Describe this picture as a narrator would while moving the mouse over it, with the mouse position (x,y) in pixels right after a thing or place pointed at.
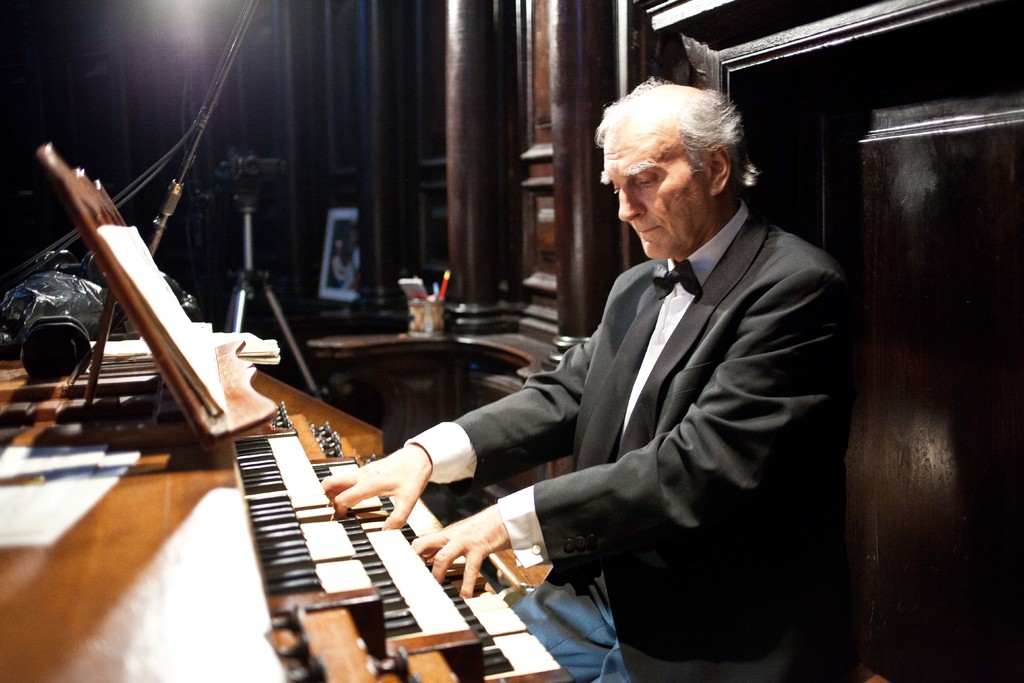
This picture is taken inside the room (388,430). In this image, on the right side (731,205), we can see a man (773,402) wearing a black color coat (753,359) is sitting in front of the musical keyboard (442,661), on the musical keyboard (306,671), we can see a paper (87,499) and some objects (76,345). On the right side (948,259), we can see a door (950,217). On the right side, we can also see few pillars (578,83). In the background (404,334), we can see a table (467,354), on the table (464,352), we can see a jar (431,307) with some objects (419,291) and a photo frame (353,290).
